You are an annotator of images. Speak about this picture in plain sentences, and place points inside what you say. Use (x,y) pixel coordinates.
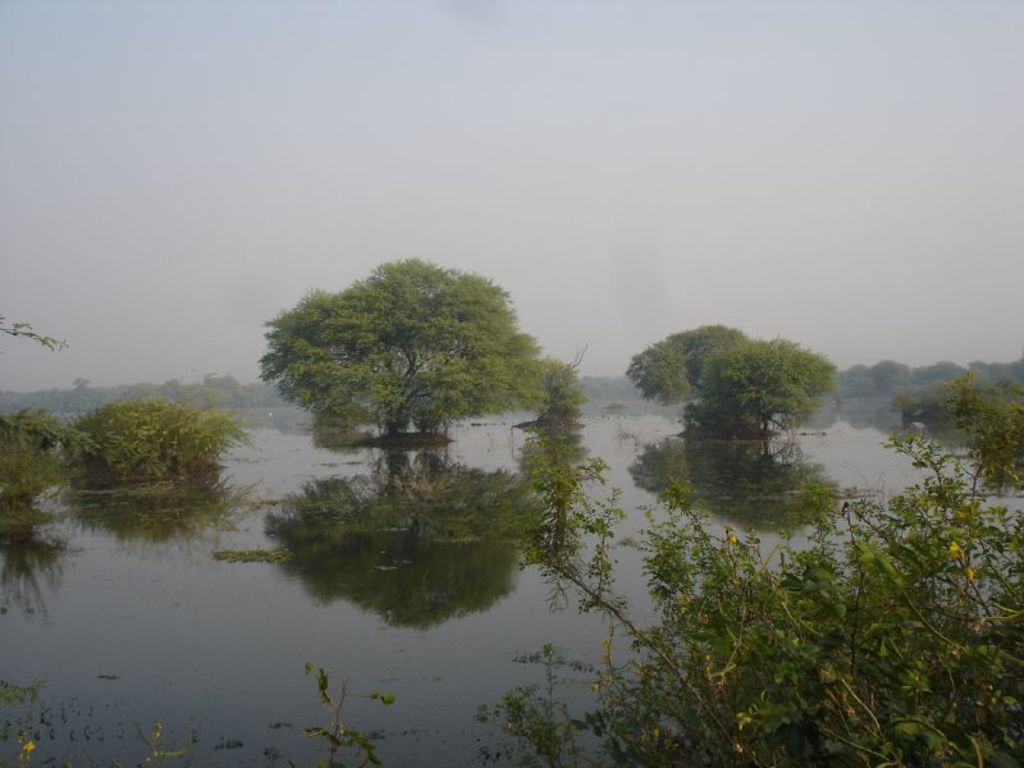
In this image we can see many trees (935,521) and plants (894,669). We can see the reflection (429,567) of trees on the water surface (242,589). There is a lake (224,601) in the image. We can see the sky (574,174) in the image.
